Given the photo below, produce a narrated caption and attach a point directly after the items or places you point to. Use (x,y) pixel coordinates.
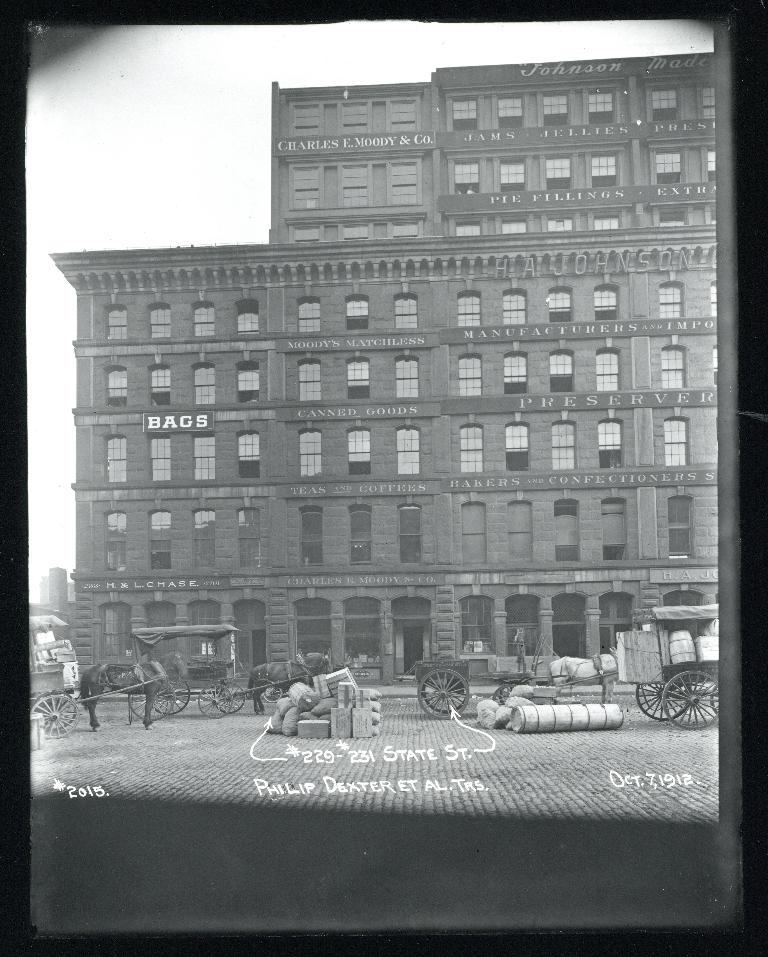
In this image I can see a black and white picture, in which we can see a big building (693,483) in-front of that there is a horse cart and some luggage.
